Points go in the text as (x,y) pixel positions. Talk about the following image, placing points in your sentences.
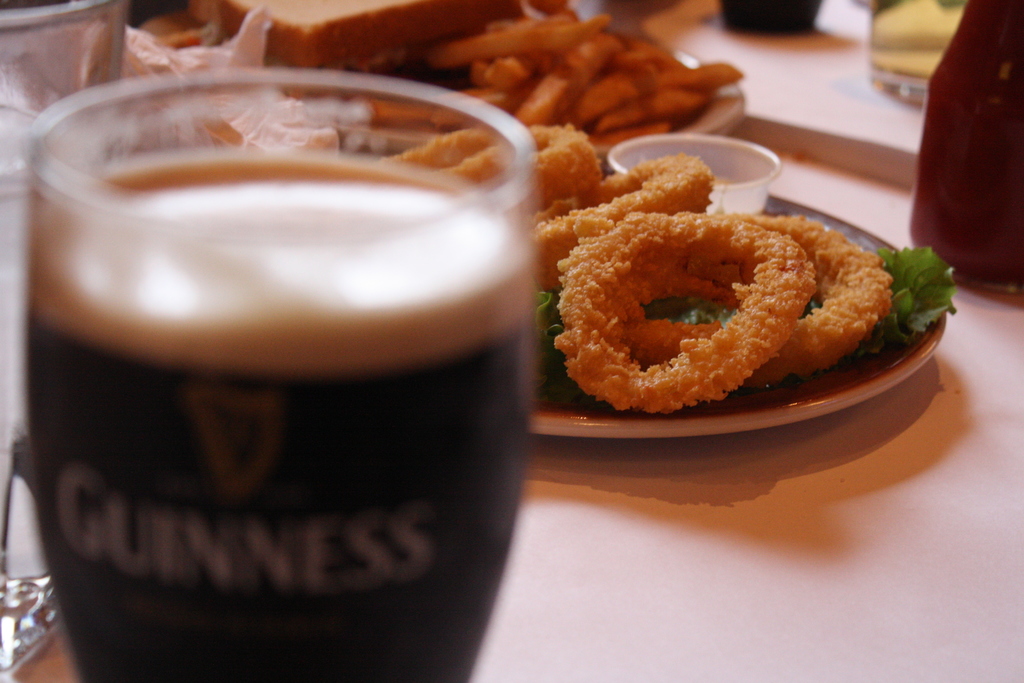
There is a glass (151,223) in the foreground area of the image (258,301) and food items (543,348) in the background (543,348).
